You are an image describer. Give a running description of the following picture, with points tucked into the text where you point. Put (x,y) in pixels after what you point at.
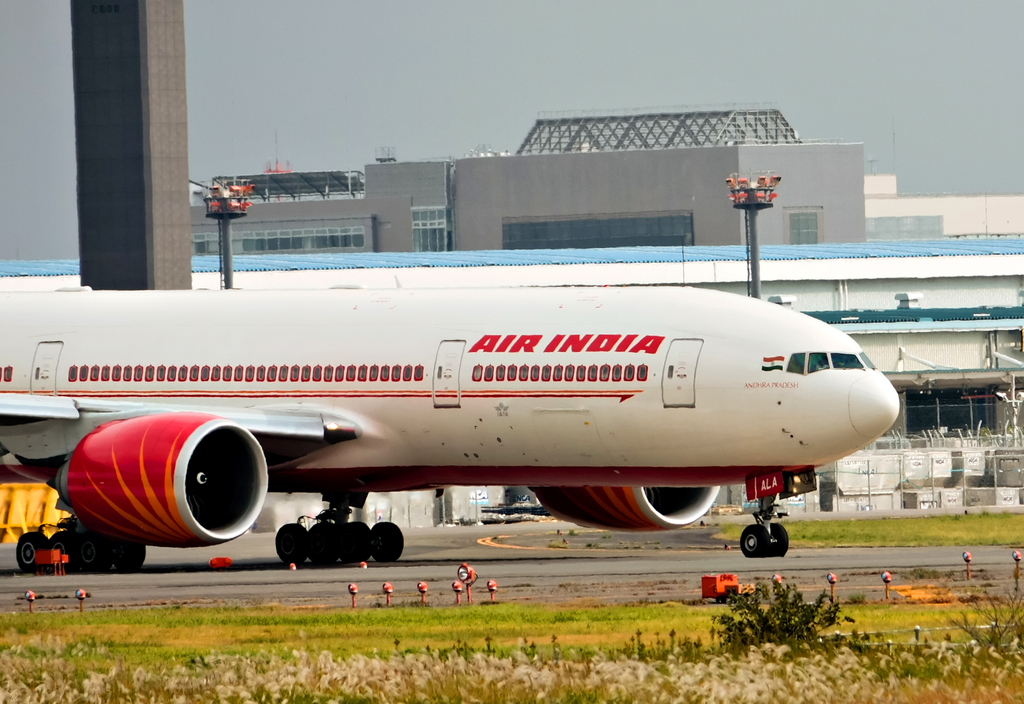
In this picture we can see an airplane (432,418) in the middle (461,372), at the bottom (526,661) there is some grass (439,662) and some plants (810,609), on the left side (162,170) there is a pillar (149,164), in the background (793,284) there are poles (752,208) and a building (677,209), there is the sky (455,86) at the top of the picture (389,58).
